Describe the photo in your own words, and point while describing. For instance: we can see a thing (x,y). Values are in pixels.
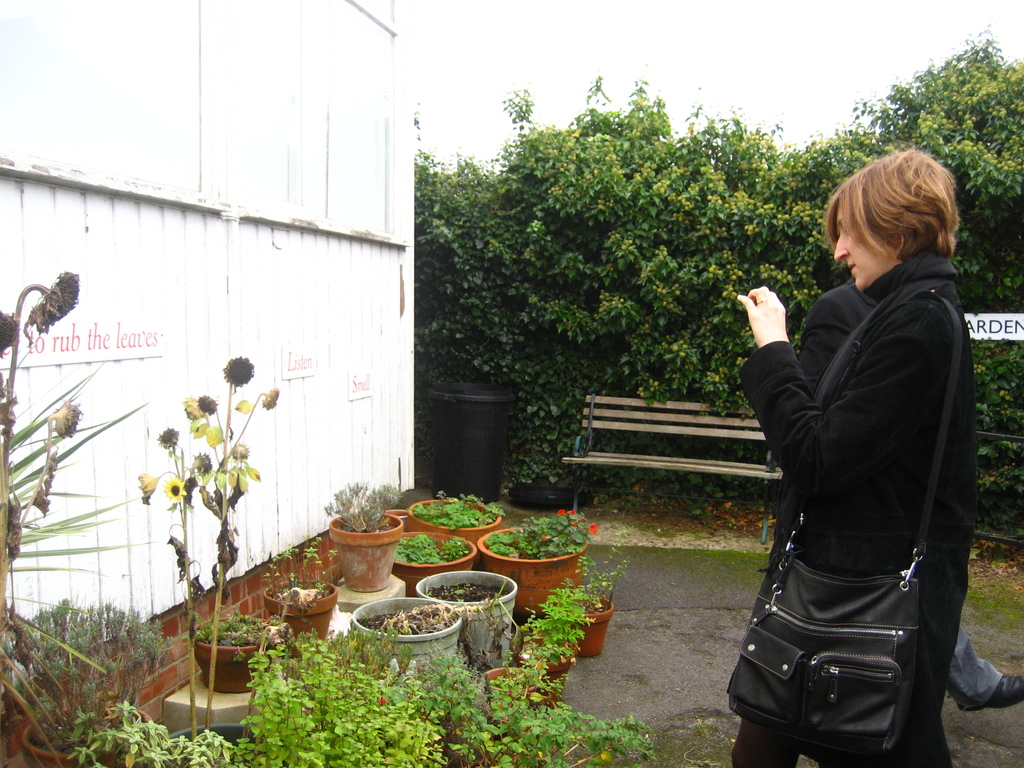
In the bottom left side of the image (202,668) there are some plants (126,547) and wall (230,39). In the bottom right side of the image (932,688) a woman (962,428) is standing and holding something (743,302) in her hand (762,336). Beside her a person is standing. In the middle of the image (640,400) there is a dustbin (437,432) and bench (679,404). Behind the bench (679,404) there are some plants (635,151). At the top of the image (623,104) there is sky (997,33).
